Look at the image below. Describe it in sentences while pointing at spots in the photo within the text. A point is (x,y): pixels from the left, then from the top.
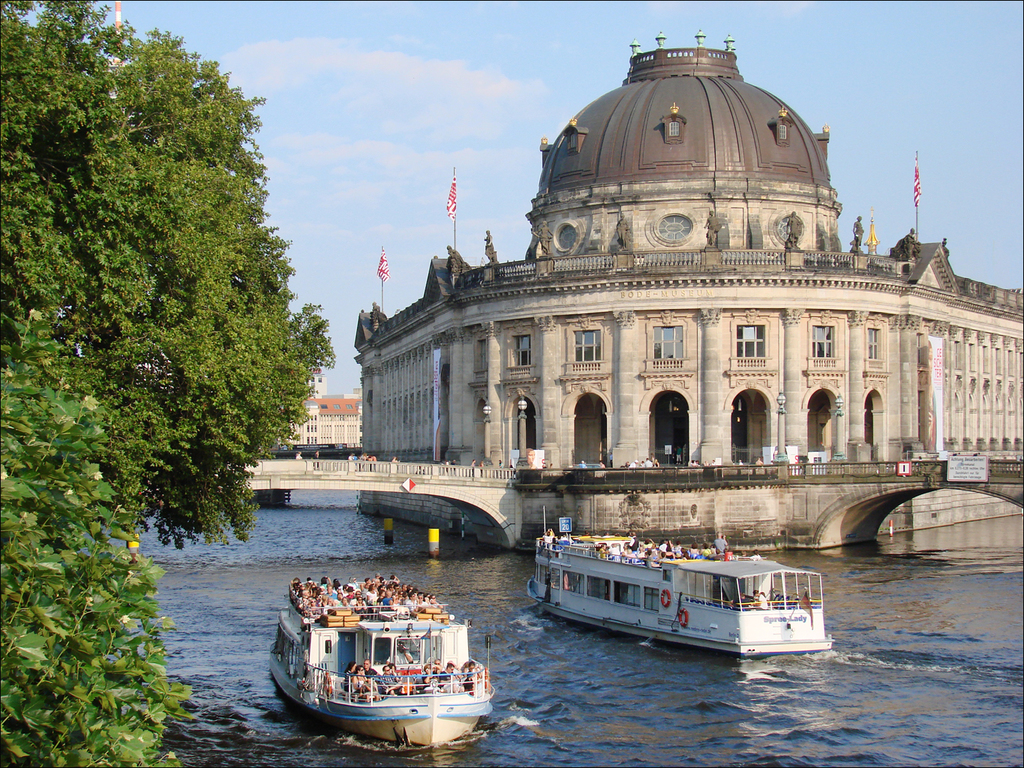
In the picture there is a building (588,344) with many doors (815,399) and windows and there is a bridge (275,459) in front of the building (749,454). Below the bridge (919,463) there are two ships (409,629) sailing on the water (553,638), on the left side (94,392) there are two trees (102,397) and there are pole flags (917,226) kept above the building (768,244).
